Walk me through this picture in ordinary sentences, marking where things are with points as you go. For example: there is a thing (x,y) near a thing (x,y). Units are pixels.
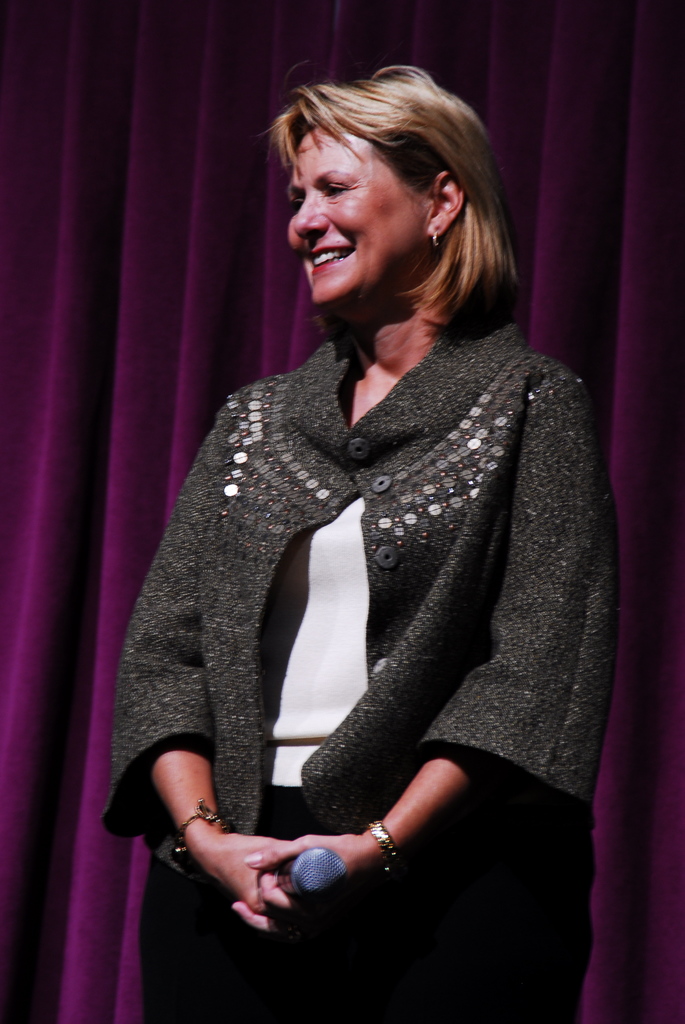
In this image I can see a woman (287,449) is standing in the front (392,284) and I can see she is wearing black and white colour dress (346,679). I can also see she is holding a mic (318,862) and I can see smile on her face (353,215). Behind her I can see maroon colour curtain (105,458).
